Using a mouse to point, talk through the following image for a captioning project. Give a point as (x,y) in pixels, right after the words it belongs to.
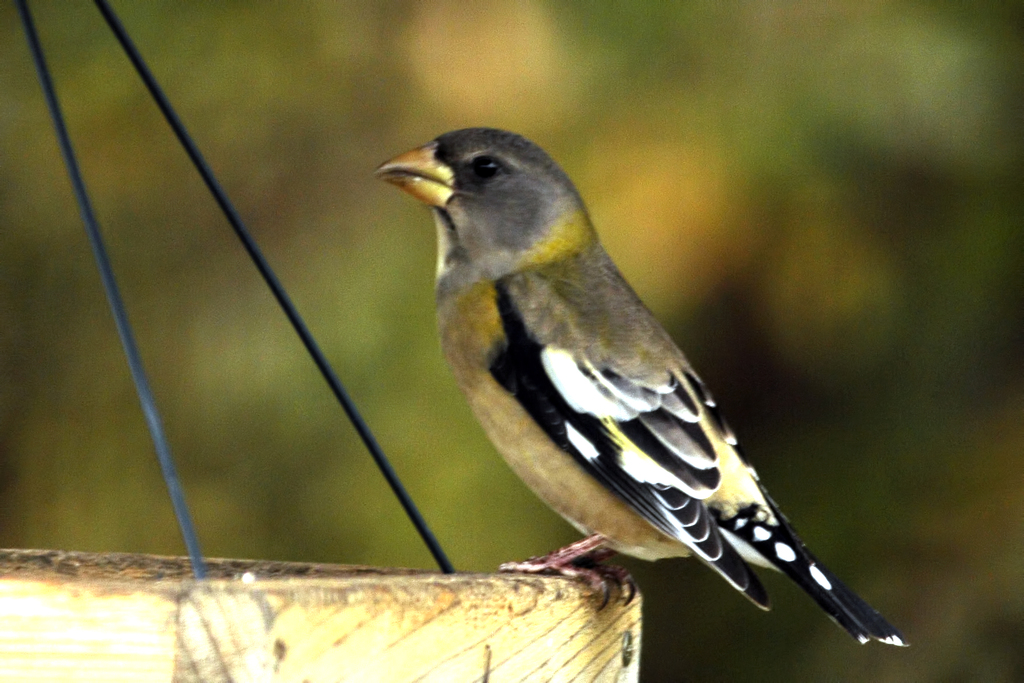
In this picture we can see a bird (514,434) standing on a wooden thing (283,631).
